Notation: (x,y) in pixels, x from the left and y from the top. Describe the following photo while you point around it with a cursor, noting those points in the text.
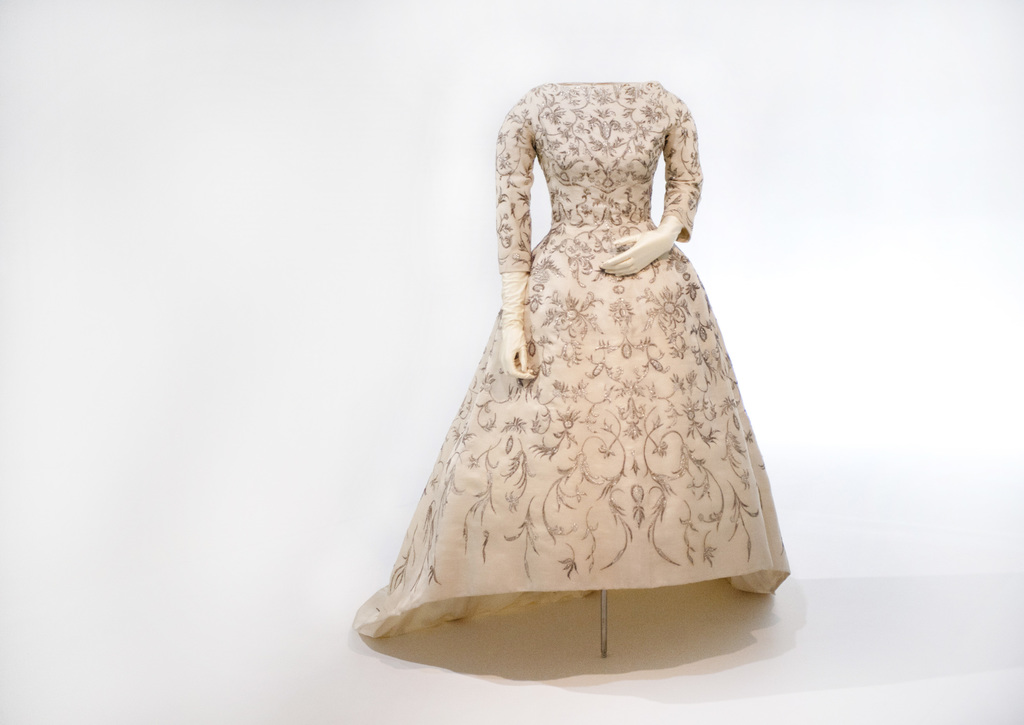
In this picture we can see a woman dress (613,347) to the Mannequin (613,365).
